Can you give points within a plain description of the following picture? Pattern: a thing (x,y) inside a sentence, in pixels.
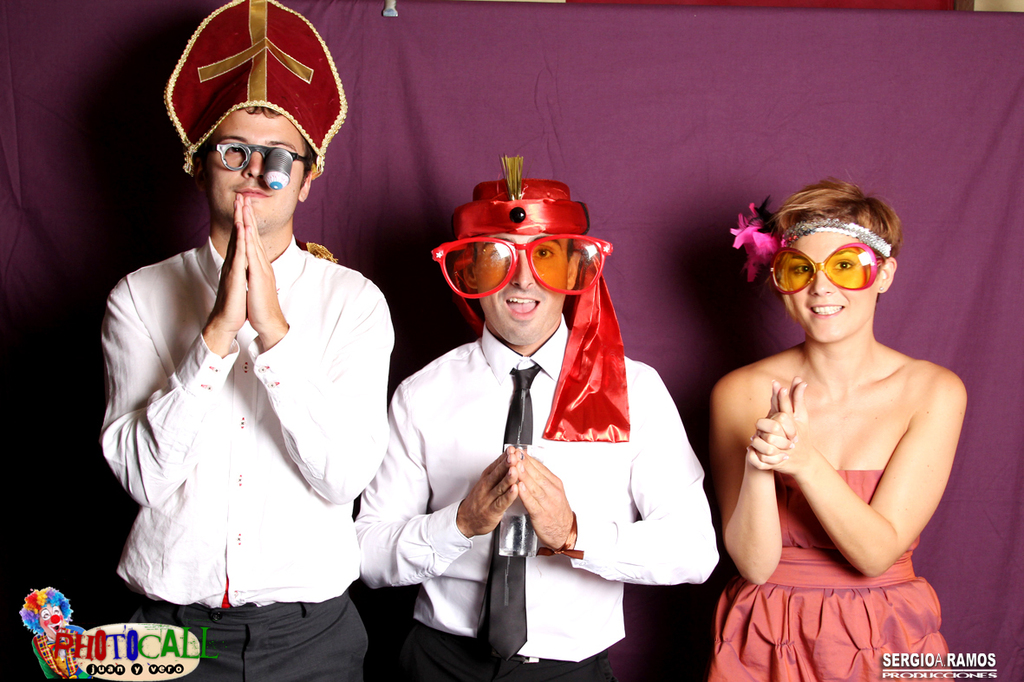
In this image we can see three people (616,372) standing wearing the glasses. In that a man (612,553) is holding a glass (523,540). On the backside (715,300) we can see a curtain (679,227).
